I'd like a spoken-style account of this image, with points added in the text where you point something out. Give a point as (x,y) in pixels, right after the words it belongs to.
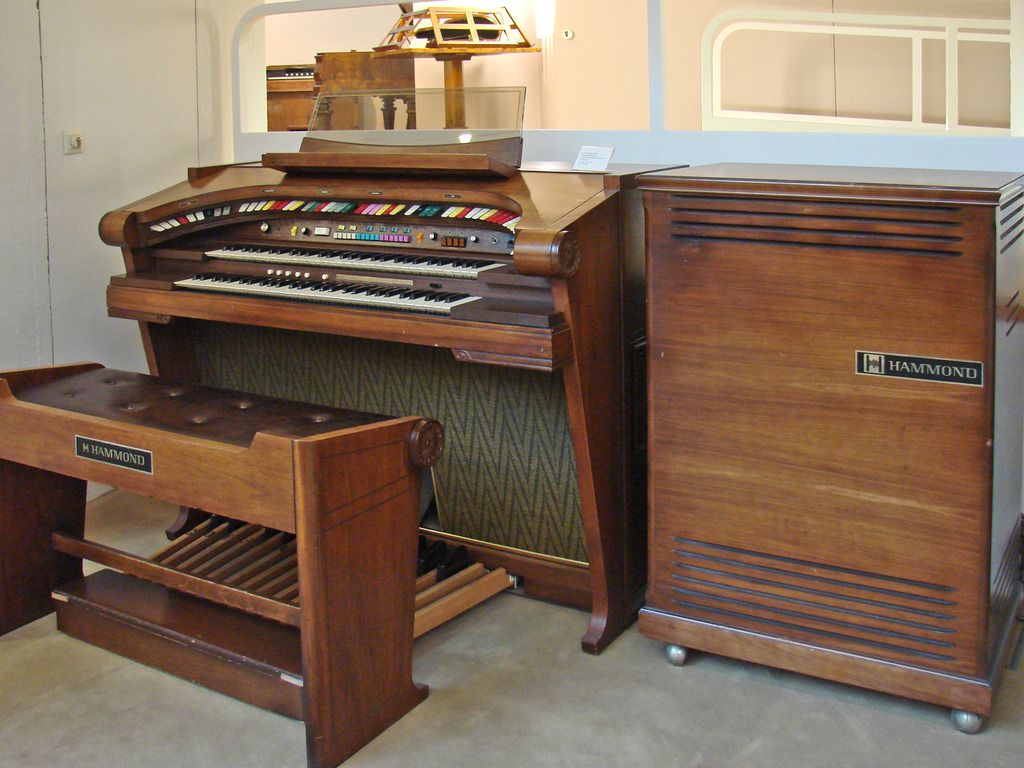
This image is taken indoors. At the bottom of the image (605,674) there is a floor (111,702). In the background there is a wall (118,124) with a window (255,79). On the left side of the image (238,395) there is a couch (233,506) which is made of wood (343,469). In the middle of the image (528,359) there is a keyboard (417,254) and there is a cupboard (781,332).
